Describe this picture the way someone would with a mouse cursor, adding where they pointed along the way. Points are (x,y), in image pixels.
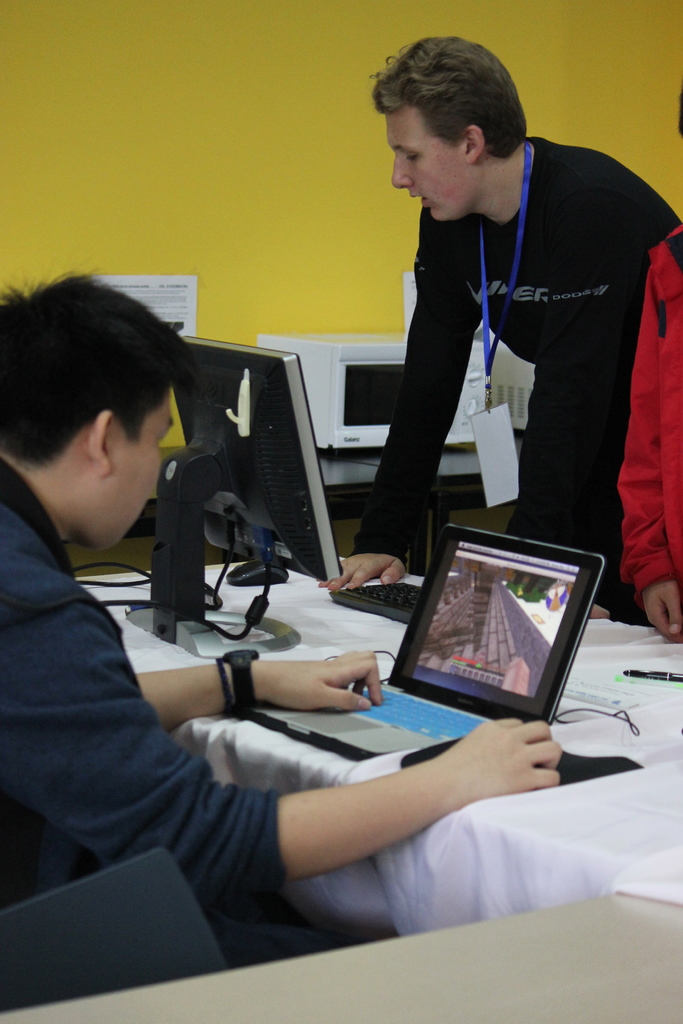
In this image there is a person (334,805) sitting on the chair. In front of him there is a table (644,771) and on top of the table (613,641) there is a laptop (527,668), pen (677,674) and computer (308,488). In front of the table (628,660) there are two persons (543,225) standing. Beside them there is a table (339,453). On top of it there is a microwave (380,386). At the back side (315,163) there is a wall (315,172).
